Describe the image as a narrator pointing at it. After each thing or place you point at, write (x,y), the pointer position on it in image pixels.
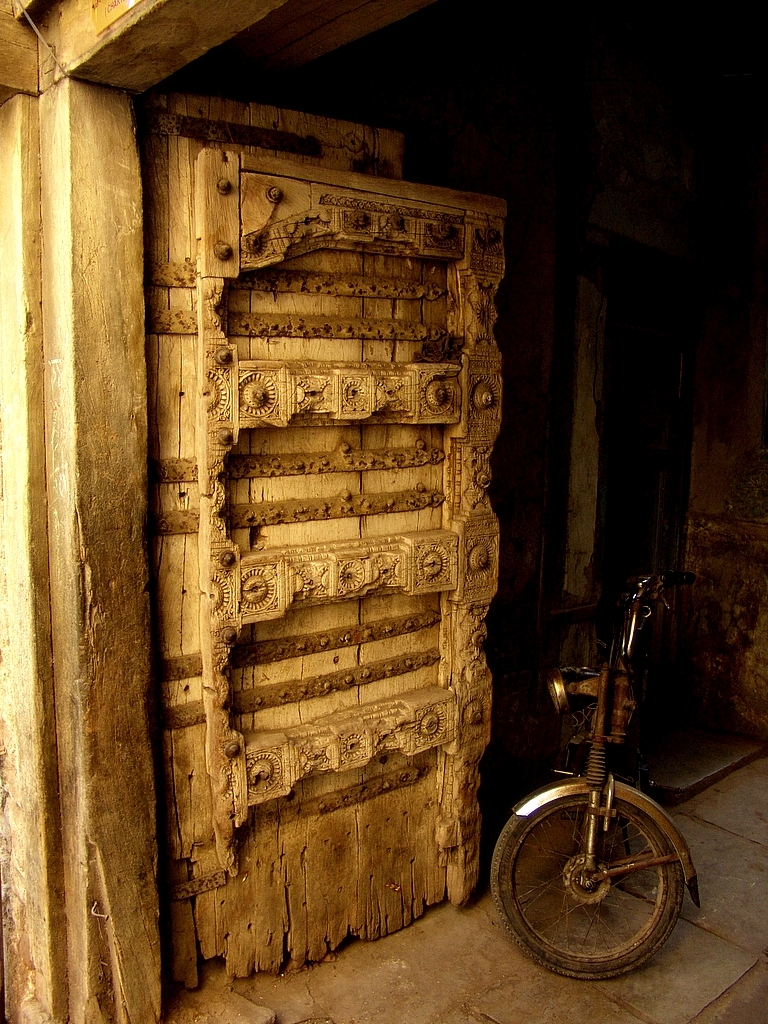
In this image we can see there is a wooden door (199,195), beside this door (460,695) there is a vehicle (609,774) parked on the floor (720,871).
